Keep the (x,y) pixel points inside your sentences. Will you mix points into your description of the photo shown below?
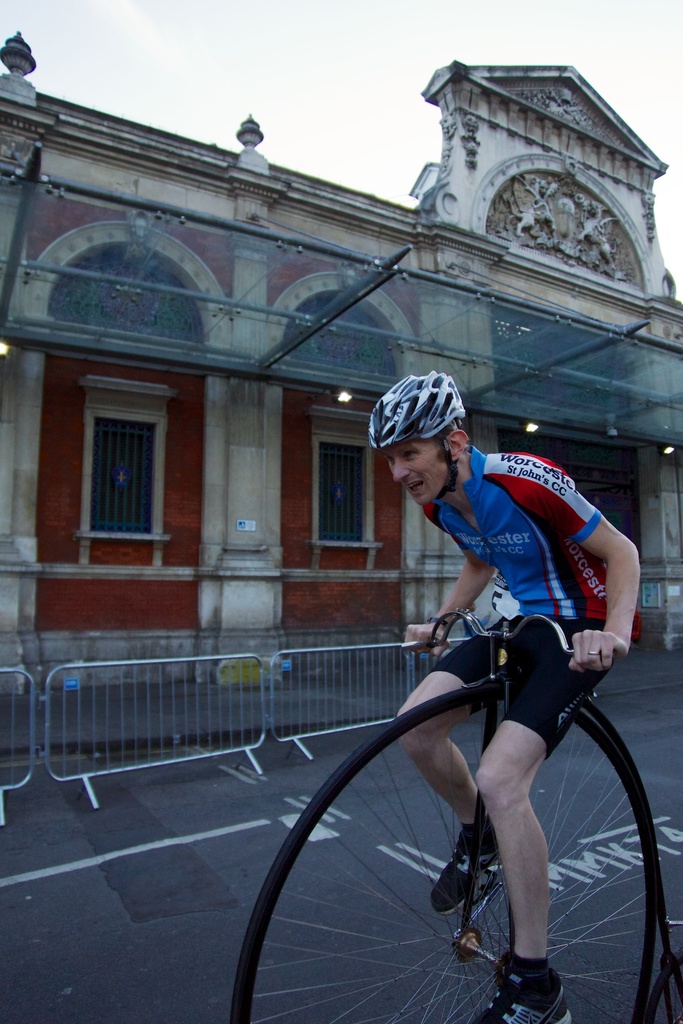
In the picture I can see a person (524,704) is sitting on a bicycle (506,627) which has two wheels (573,798). In the background (387,372) I can see fence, building (330,323), fence (311,709) and the sky (376,129). The man (436,651) is wearing a helmet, shoes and clothes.
